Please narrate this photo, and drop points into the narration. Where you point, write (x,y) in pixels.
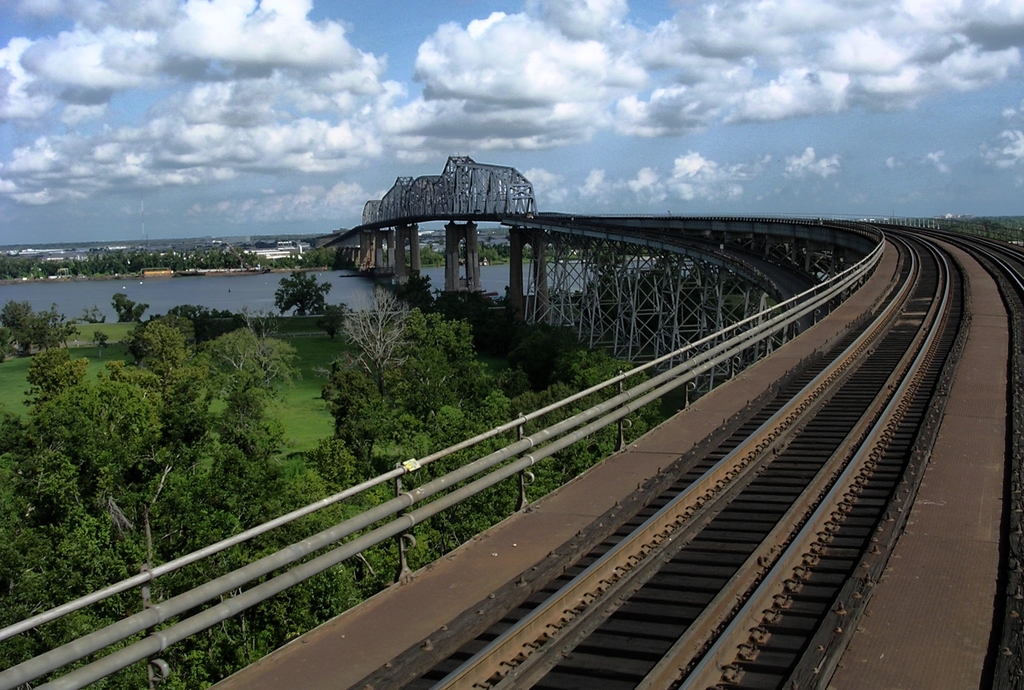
In the bottom right corner of the image (827,676) we can see a track (920,234) on a bridge (869,233). In the bottom left corner of the image (98,564) we can see some trees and water (128,280). Behind them we can see some buildings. At the top of the image (61,166) we can see some clouds (102,40) in the sky (202,67).
